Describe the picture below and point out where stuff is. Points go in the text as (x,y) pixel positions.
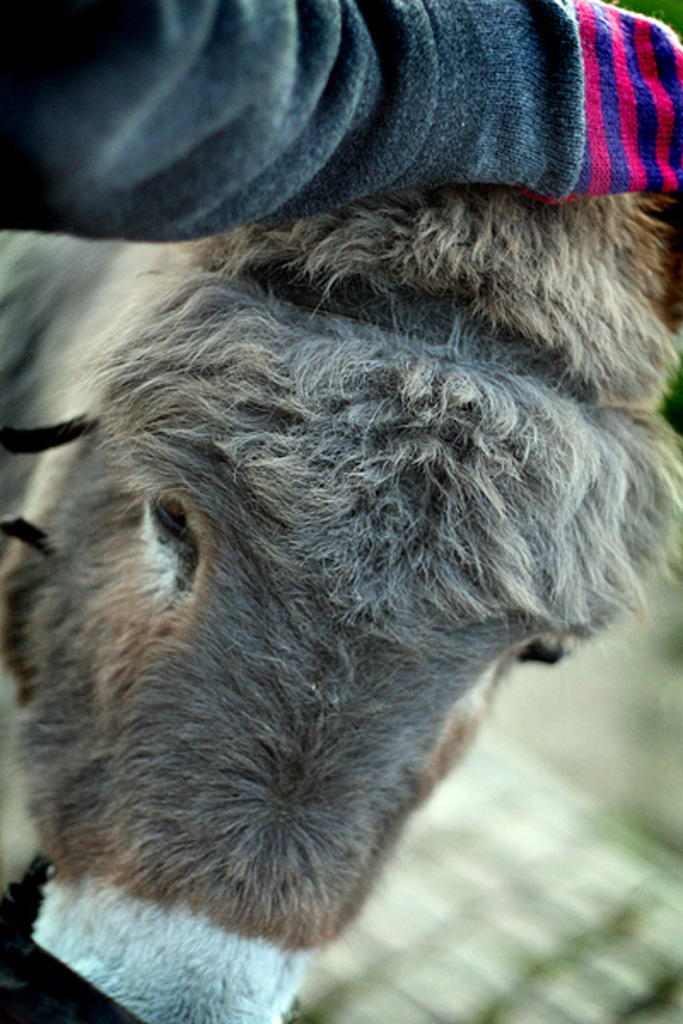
This is a donkey (363,651).
